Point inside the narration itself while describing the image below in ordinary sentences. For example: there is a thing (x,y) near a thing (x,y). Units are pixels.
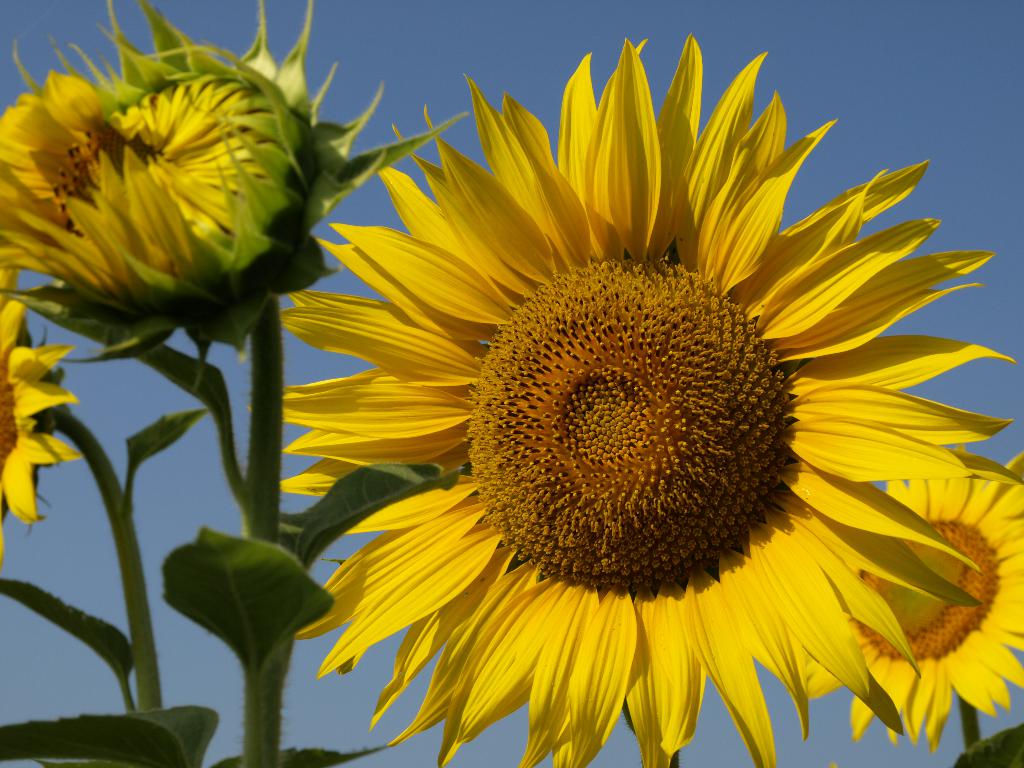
In this picture there are sunflowers (353,448) on the plants (100,321). At the top (572,33) there is sky (814,29).
